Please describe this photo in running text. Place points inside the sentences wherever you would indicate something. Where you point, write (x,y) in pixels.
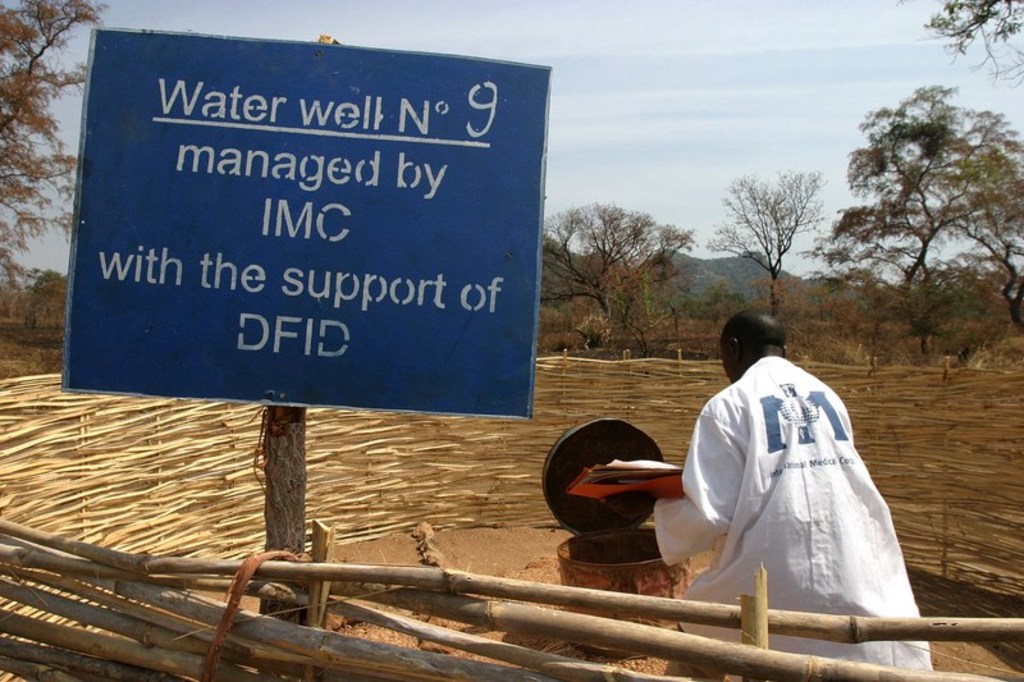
In this image we can see a signboard (394,262) with some text (366,276) on it. To the right side (769,476), we can see a person (771,454) wearing a white shirt (787,536) is holding a file (619,482) in his hand (638,507). A container (615,556) is placed on the ground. In the background (75,427), we can see a fence (483,427), a group of trees (778,276), mountain (698,260) and the sky (719,102).
